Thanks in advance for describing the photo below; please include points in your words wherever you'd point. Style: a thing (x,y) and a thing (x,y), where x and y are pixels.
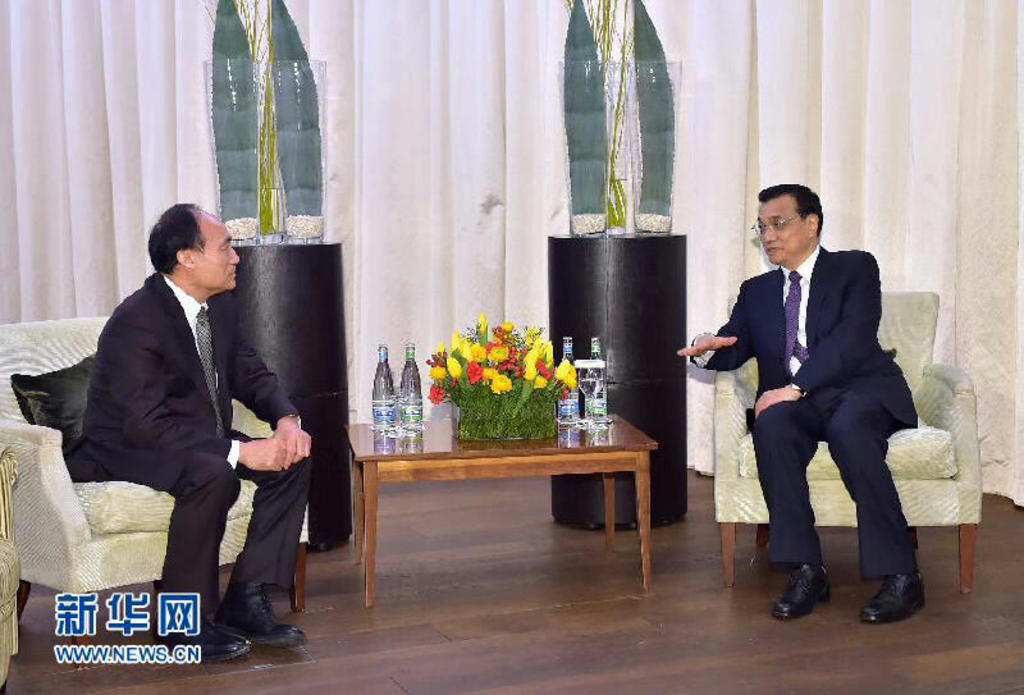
In this image we can see two men (809,458) sitting on their respective chairs (246,434), there is a table (512,460) between them and on the table (531,457) there are some bottles (412,381) a flower vase (508,391) and in the background (598,295) there are black color objects (335,275) and curtains (890,146).
